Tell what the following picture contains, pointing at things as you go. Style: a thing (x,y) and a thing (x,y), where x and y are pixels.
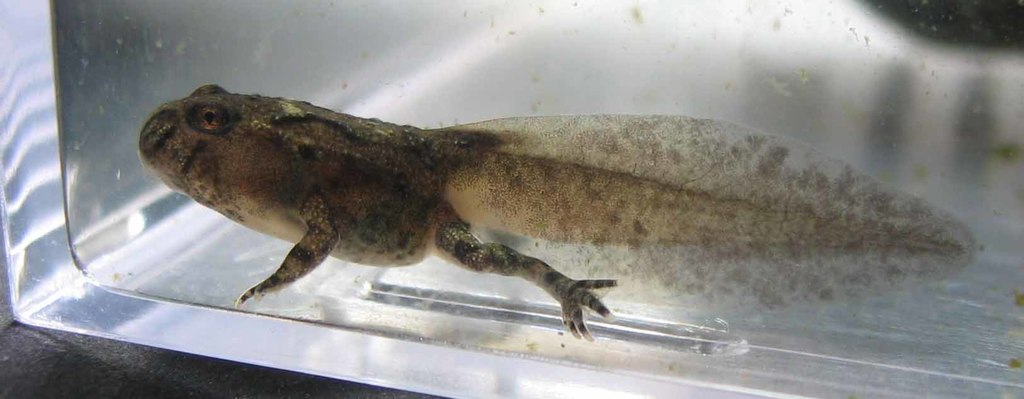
In this picture we can see an animal (406,223) inside a box (434,291) and this box (147,312) is placed on a platform (36,379).
